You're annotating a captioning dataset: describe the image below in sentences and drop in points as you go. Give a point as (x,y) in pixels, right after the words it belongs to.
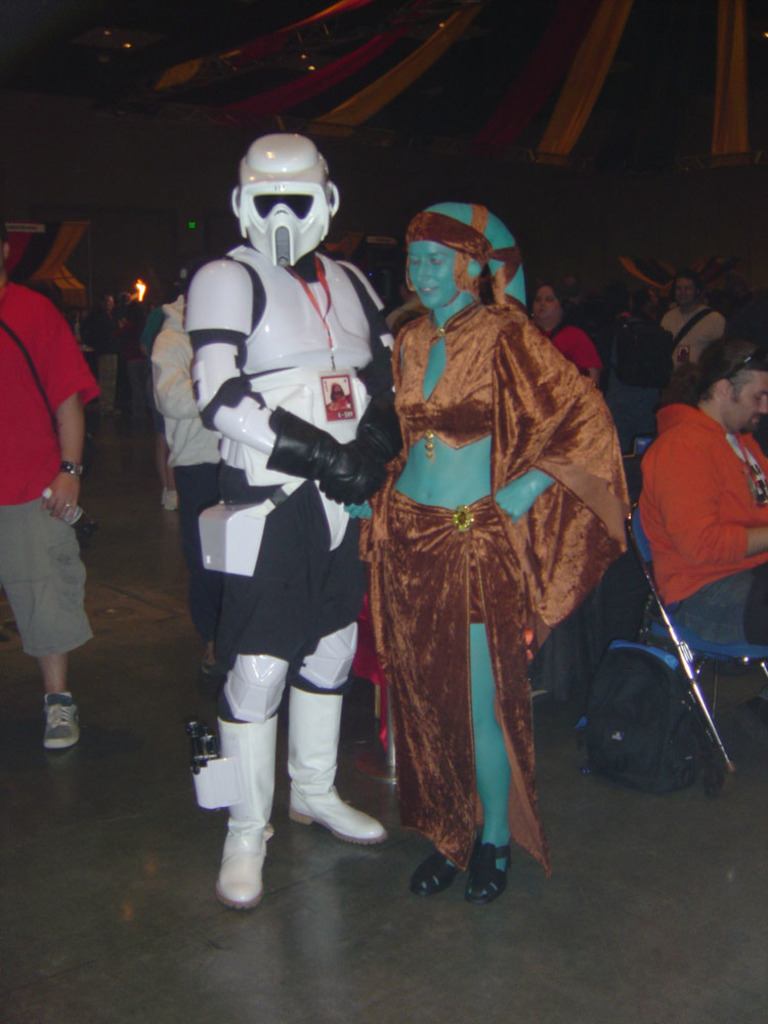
On the left side of the image (81,432) we can see a person (11,454) standing and holding a water bottle (73,515), where was he wore a red color dress (29,434). In the middle of the image (272,397) we can see two persons (441,687) are dressed in a different manner. On the right side of the image (674,774) we can see a person (736,548) is sitting on a chair (720,740), beside him a bag (671,713) is there.
